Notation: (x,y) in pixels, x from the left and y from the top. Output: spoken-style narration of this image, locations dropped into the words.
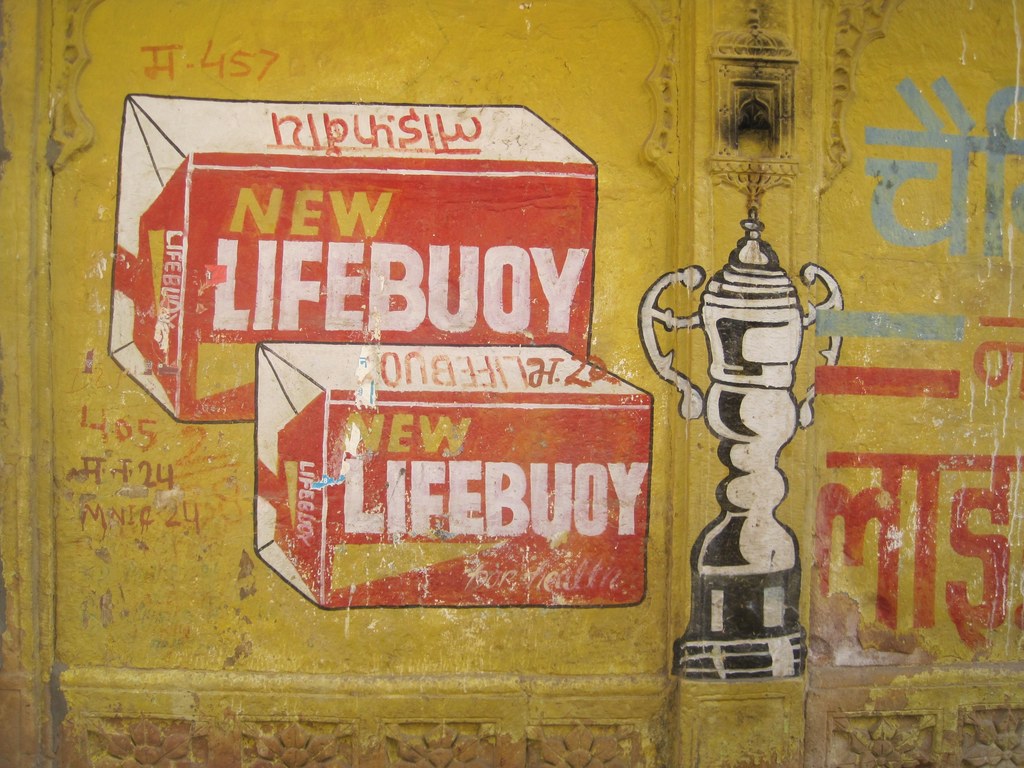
In this image I can see there is a painting of a soap (395,385) in red color on the wall (849,253).
